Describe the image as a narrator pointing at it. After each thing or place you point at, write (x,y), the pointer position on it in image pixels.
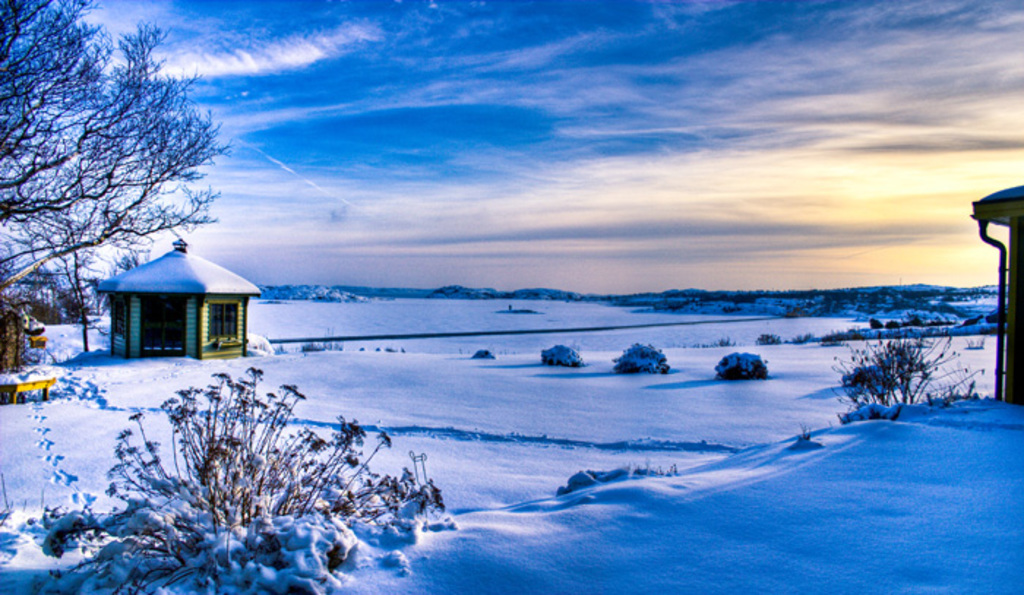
In this picture we can see plants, snow (451,488), sheds (162,334) and trees (82,308). Behind the trees (69,304) there is a sky (297,138).
